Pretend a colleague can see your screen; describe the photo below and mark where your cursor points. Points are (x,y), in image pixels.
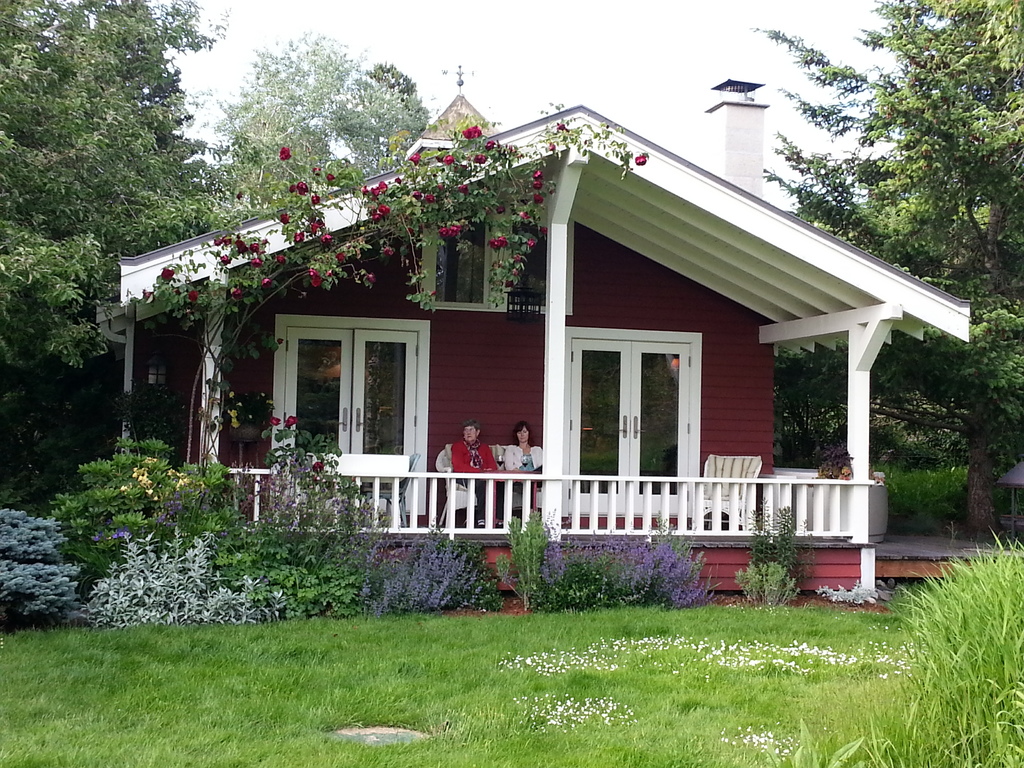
We can see grass (202,754), plants (269,548) and flowers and there are two persons (459,444) sitting on bench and we can see chair (725,496), behind these persons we can see wall (473,365) and windows (426,320). On the background (59,184) we can see trees (17,181) and sky (648,51).
